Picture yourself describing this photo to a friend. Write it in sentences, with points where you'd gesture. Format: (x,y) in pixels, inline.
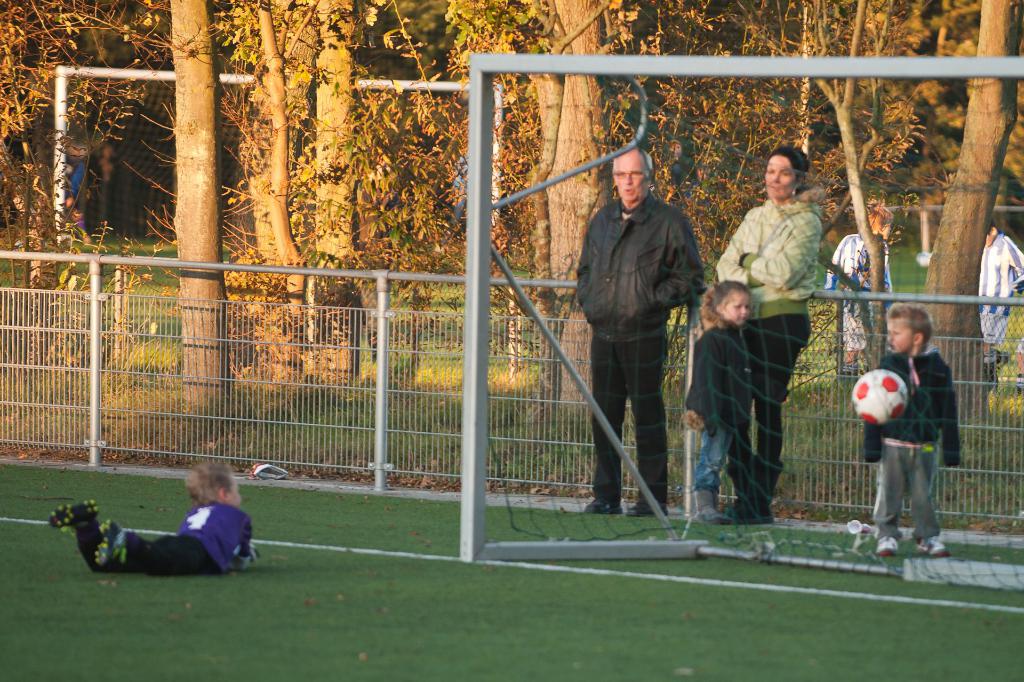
In this image I can see the group of people (608,473) are on the ground (242,621). I can see one person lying on the ground (620,589) and one person (911,388) holding the ball (881,399). In the background (423,335) I can see the railing (547,331), few more people (667,252) and the trees (506,100).
